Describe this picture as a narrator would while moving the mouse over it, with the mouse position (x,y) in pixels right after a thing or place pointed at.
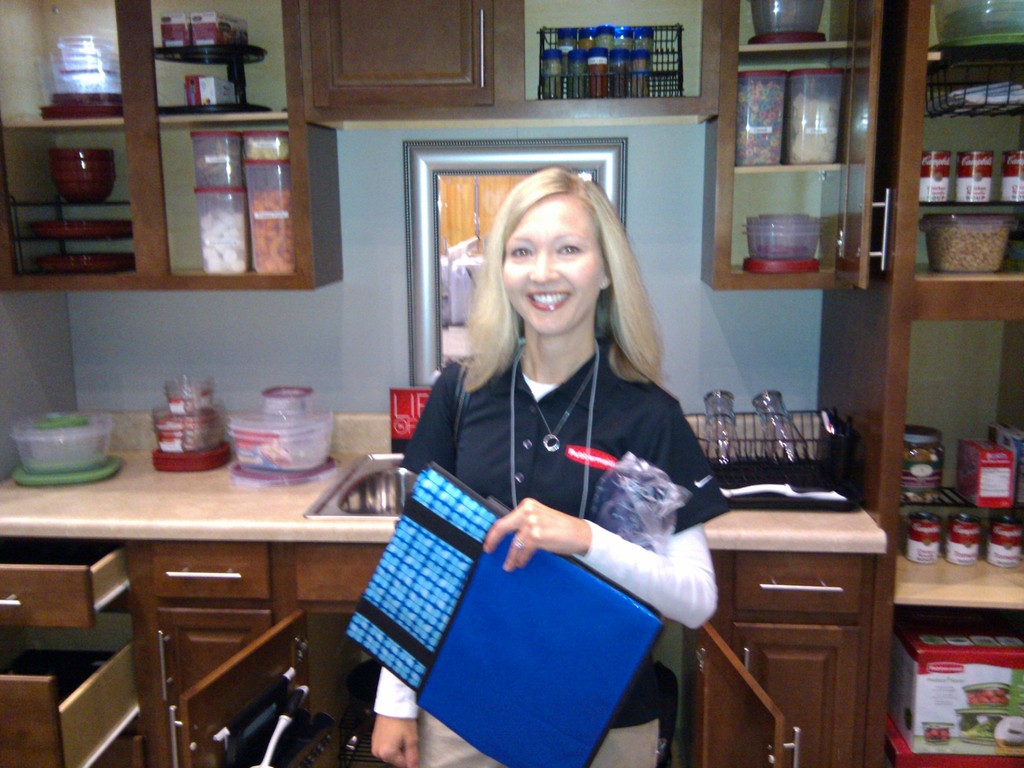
On the background (239,193) we can see cupboards (945,276) and container (802,125) & food (829,125) in it. Here we can see one women (612,233) standing and she is holding a pretty smile on her face (513,248) and she is holding a file (518,615) in her hand (582,549). This is a kitchen platform (23,486). These are cabinets (146,606).
